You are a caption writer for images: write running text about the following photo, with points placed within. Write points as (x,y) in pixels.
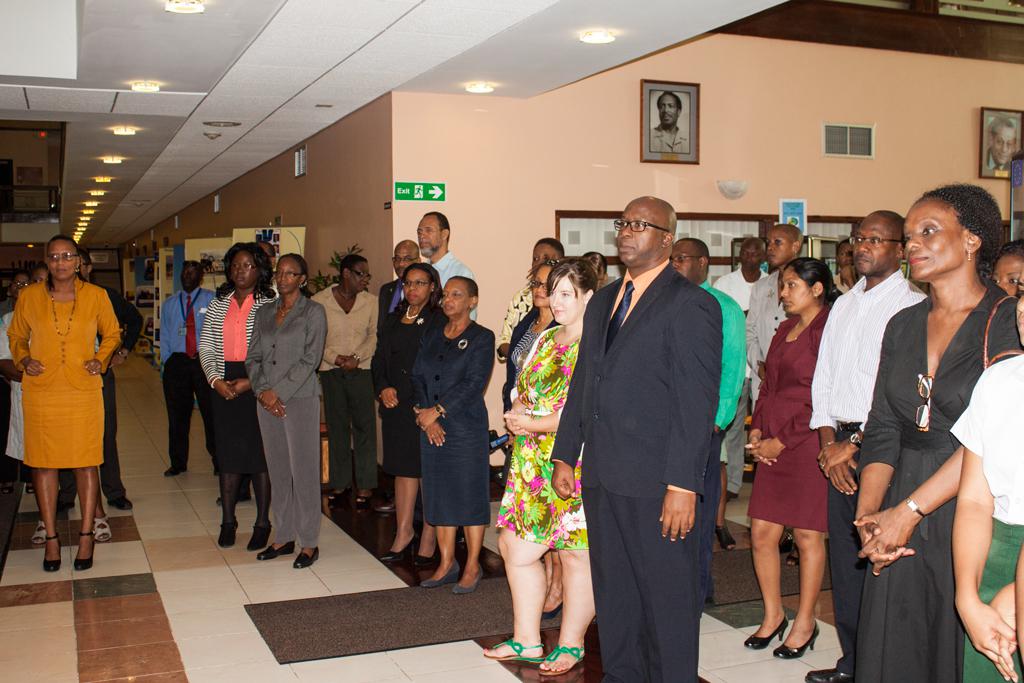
This picture is clicked inside. In the center (393,380) we can see the group of persons (970,498) standing on the ground (226,680). In the background (569,142) we can see the picture frames (670,134) hanging on the wall (495,230) and we can see the doors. At the top (273,120) there is a roof (75,175) and the ceiling lights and some other objects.
